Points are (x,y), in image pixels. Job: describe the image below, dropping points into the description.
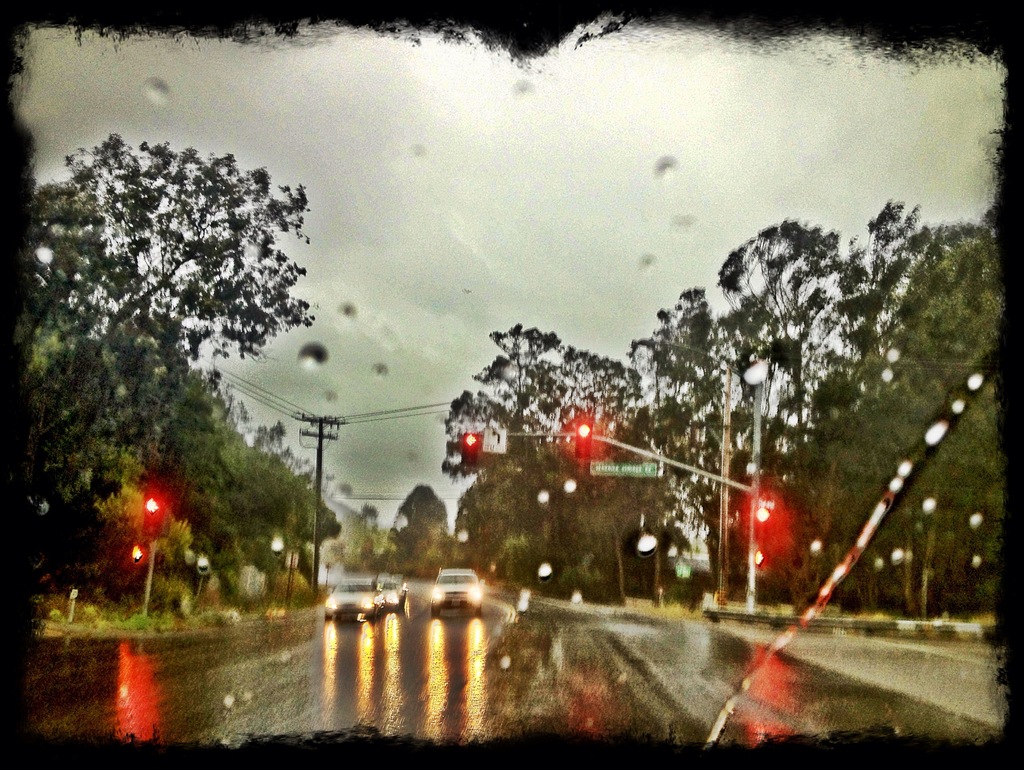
In this image we can see some cars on the road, trees (266,508), traffic lights (147,601), utility pole (319,466) with wires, board (630,461) and the sky (443,273) which looks cloudy.
